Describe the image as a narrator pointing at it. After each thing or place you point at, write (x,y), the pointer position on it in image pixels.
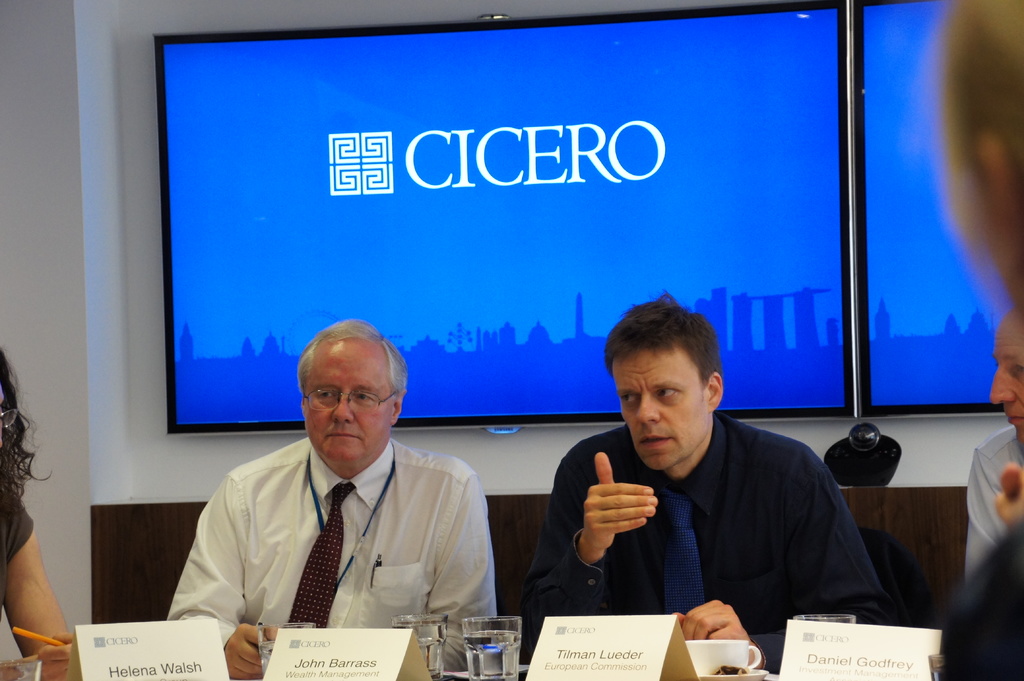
In this picture there are people (837,527) and we can see chairs (875,538). We can see name boards (364,649), glasses (516,670), cup (734,655) and saucer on the platform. In the background of the image (928,325) we can see screens (859,295) on the wall (152,322).
